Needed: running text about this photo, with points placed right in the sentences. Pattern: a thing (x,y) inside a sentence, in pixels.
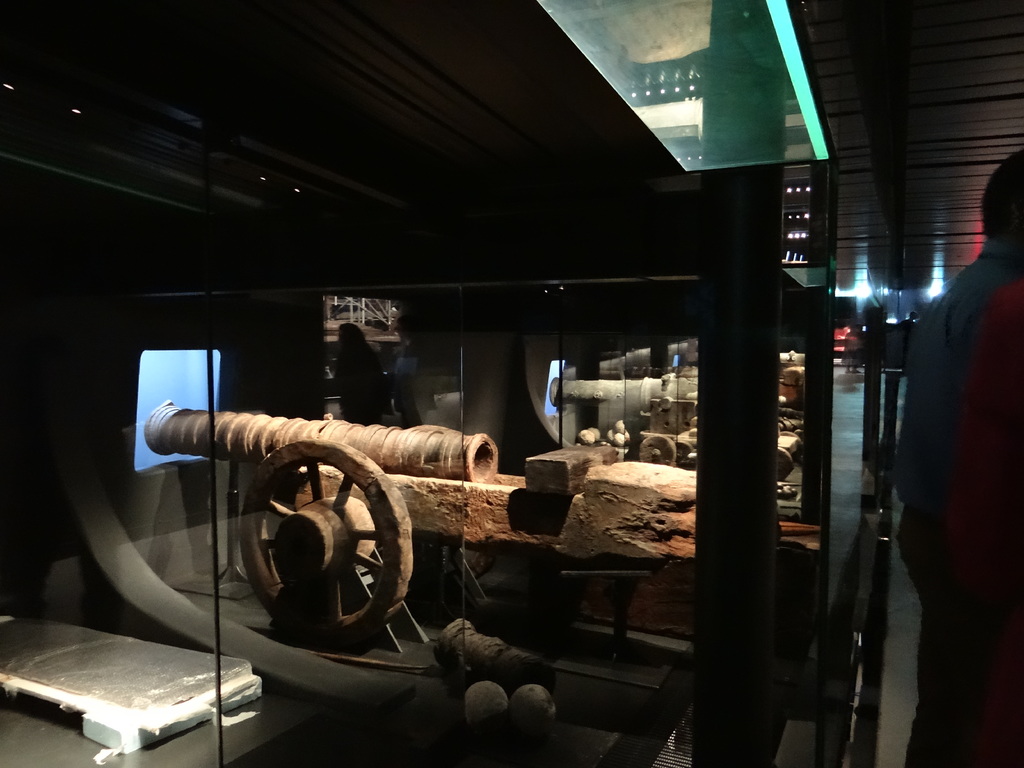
In this image I can see a glass box (466,305) and in it I can see the display of a cannon (329,519) which is brown in color and few cannonballs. To the right side of the image (926,632) I can see a person (962,492) standing and in the background (968,264) I can see the ceiling (926,253), few lights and few other objects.
